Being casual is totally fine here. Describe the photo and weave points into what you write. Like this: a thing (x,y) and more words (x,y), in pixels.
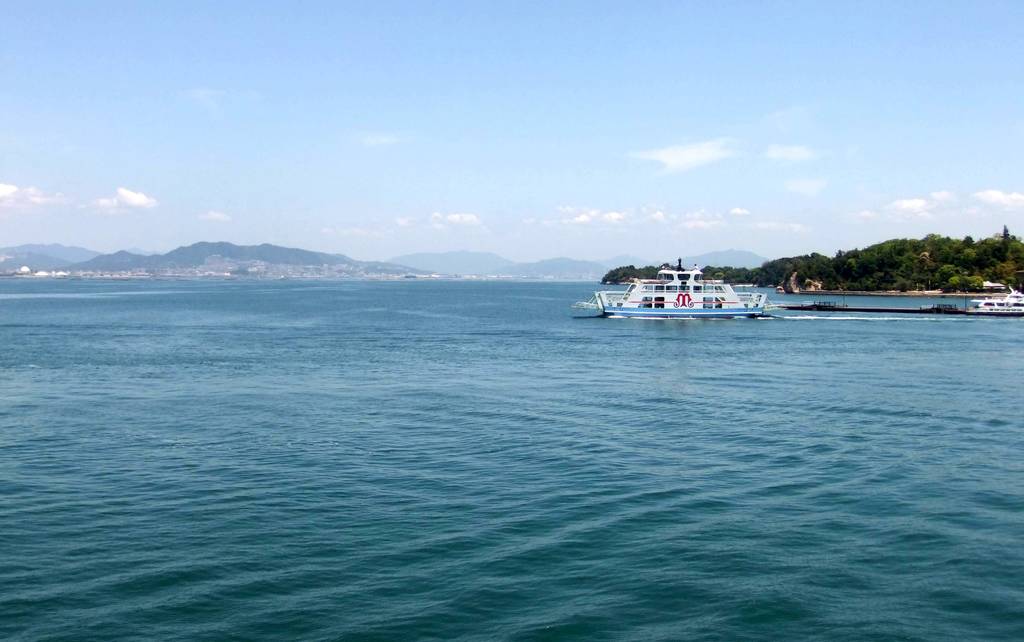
In this picture I can see boats (686,284) on the water (916,391), there are trees (980,249), hills (275,247), and in the background (595,159) there is sky (449,170).
